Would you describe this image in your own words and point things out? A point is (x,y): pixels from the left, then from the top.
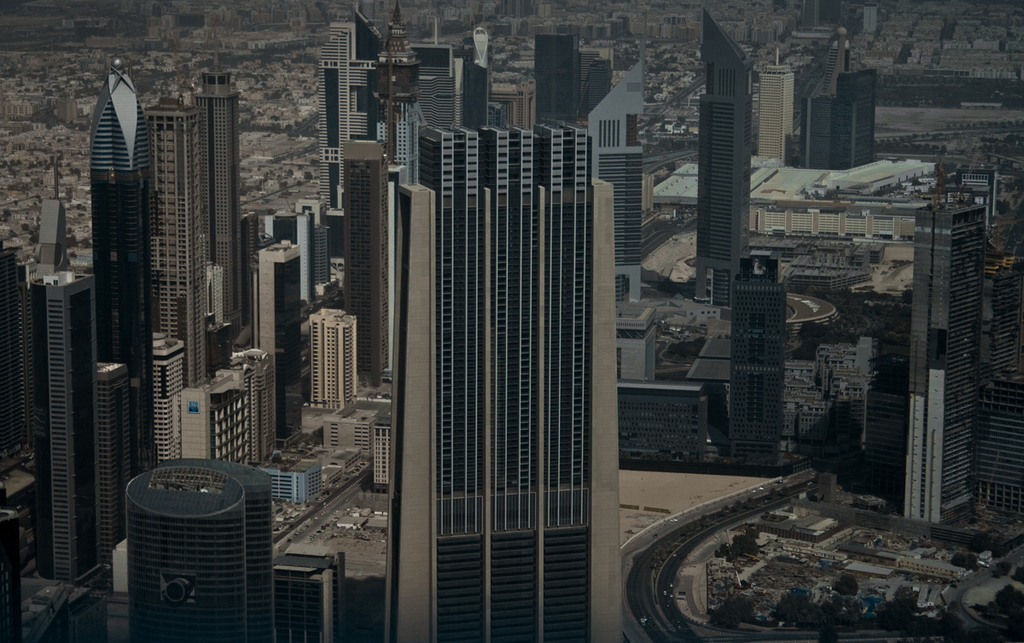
This is the top view image of a city (518,240), in this image there are buildings (560,471), roads (748,496) and cars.
